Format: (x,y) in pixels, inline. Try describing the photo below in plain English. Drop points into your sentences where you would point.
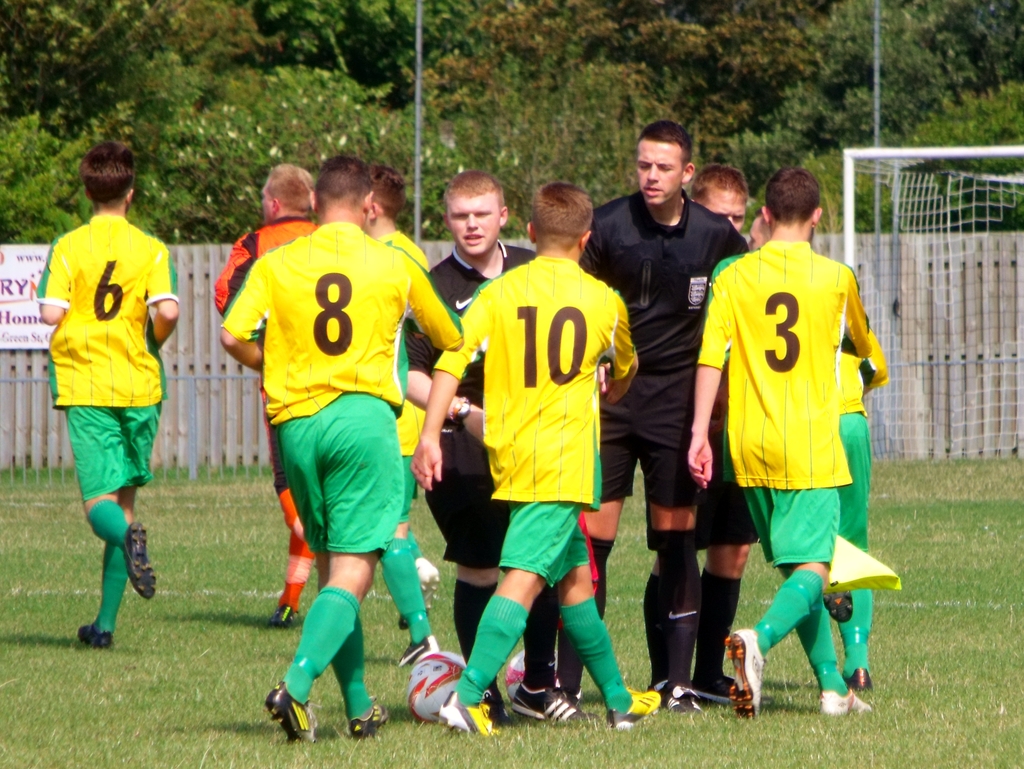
In this picture we can see a group of people (132,552), balls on the ground (430,512) and in the background (904,63) we can see a fence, net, poster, iron poles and trees (909,51).
